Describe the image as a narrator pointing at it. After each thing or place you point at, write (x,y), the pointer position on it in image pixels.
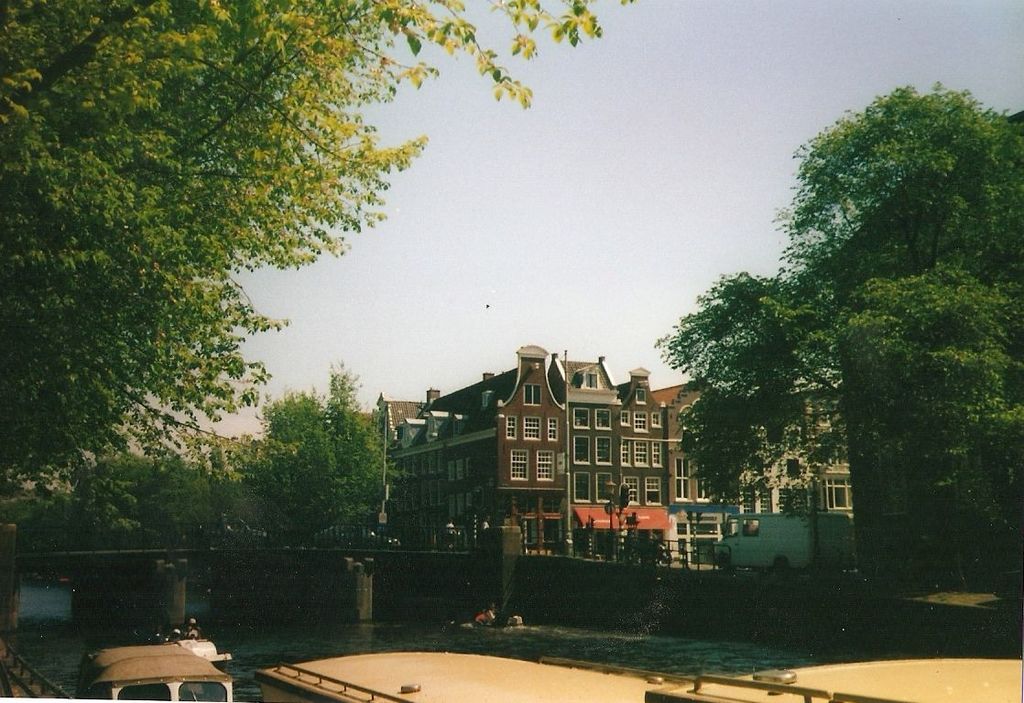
In this picture we can see boats (219,685) above the water (287,659) and we can see bridge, fence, trees (359,420), poles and buildings (630,452). In the background of the image (691,260) we can see the sky (718,203).
